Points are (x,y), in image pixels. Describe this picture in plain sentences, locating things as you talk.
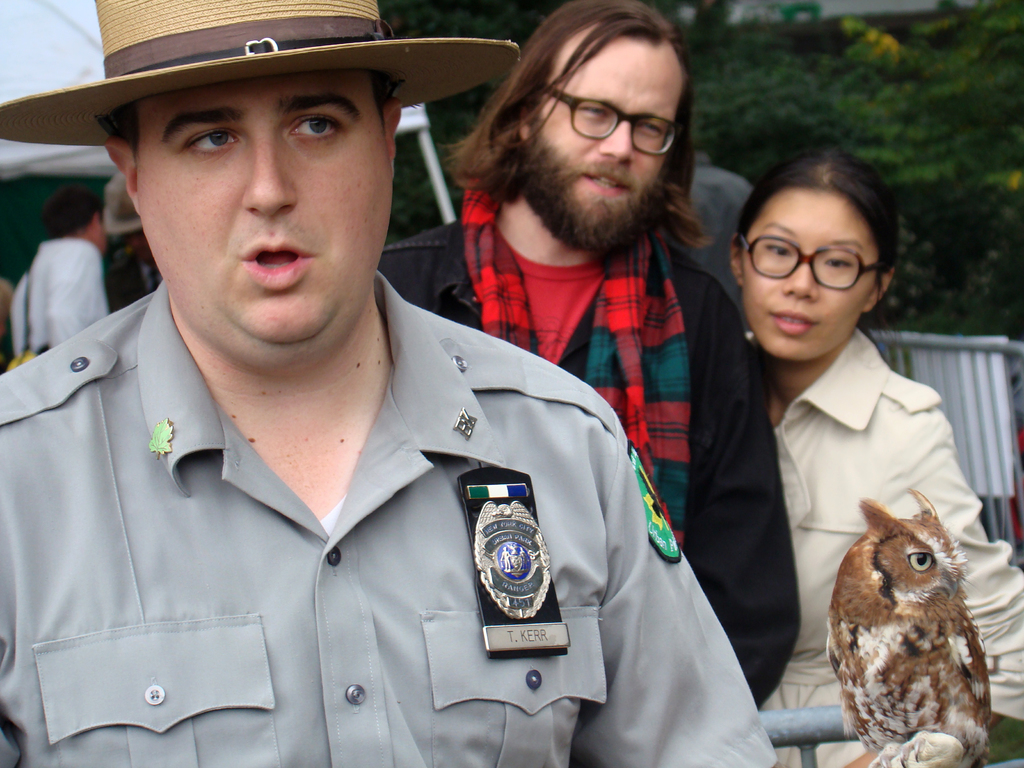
In the picture I can see a person (122,581) standing in the left corner (176,571) and there are two persons (578,319) standing behind him and there is an owl (937,580) in the right corner (943,631) and there are few trees (974,135), fence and some other objects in the background (407,25).
